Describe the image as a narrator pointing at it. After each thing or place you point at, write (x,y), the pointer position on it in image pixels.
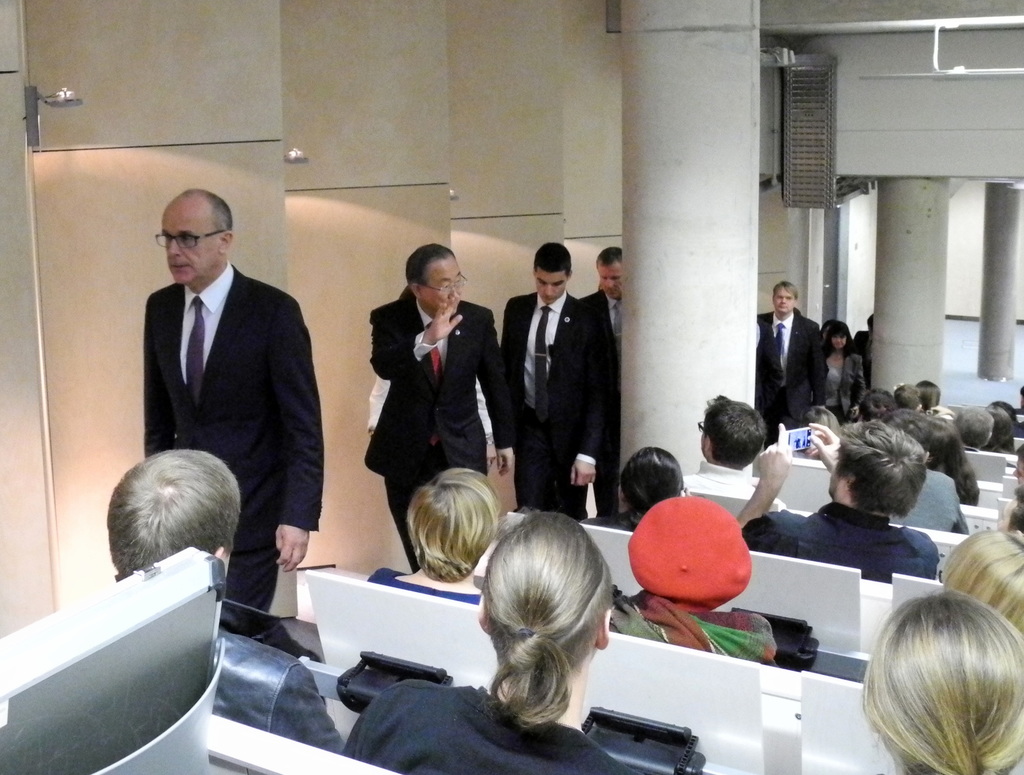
In this image I can see number of people (314,507) where on the right side (741,474) I can see most of them are sitting and on the left side (186,213) I can see few are standing. On the right side of this image (811,449) I can see a man (867,436) is holding a camera (801,433).
